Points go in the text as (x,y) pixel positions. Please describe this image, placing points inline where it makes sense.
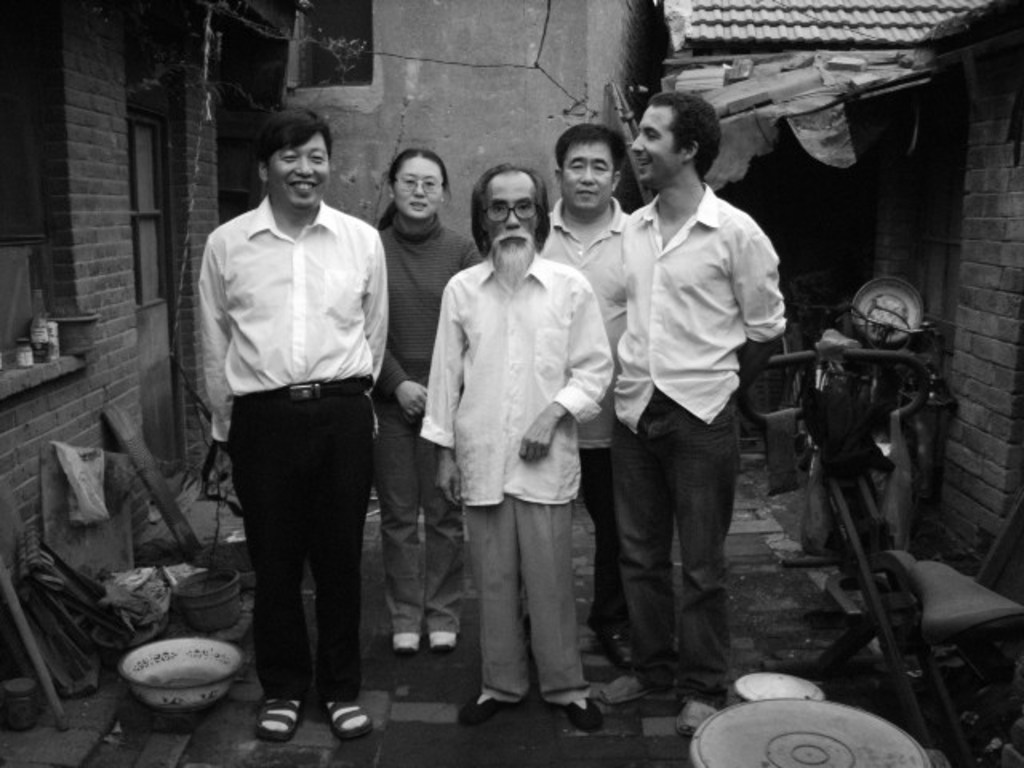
This is a black and white picture of four men (235,445) and a woman (408,212) standing on the land (534,744) with homes (822,64) on either side and utensils (886,741), scrap (865,401) in front of the home (996,465).
